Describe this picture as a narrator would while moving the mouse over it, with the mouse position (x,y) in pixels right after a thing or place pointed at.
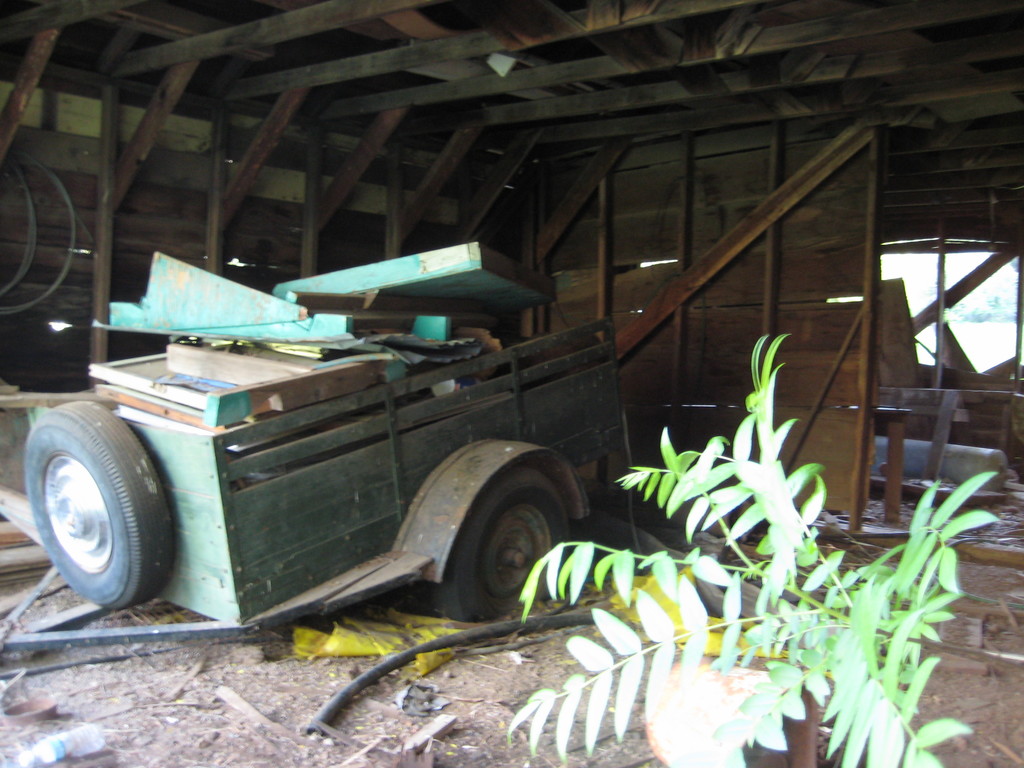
In the center of the image (388,484) there is a vehicle (454,539) on the ground (435,605) and some wood (345,327) in it. In the background (18,233) we can see wooden wall (564,244). On the right side of the image (941,517) we can see plant (730,647).
